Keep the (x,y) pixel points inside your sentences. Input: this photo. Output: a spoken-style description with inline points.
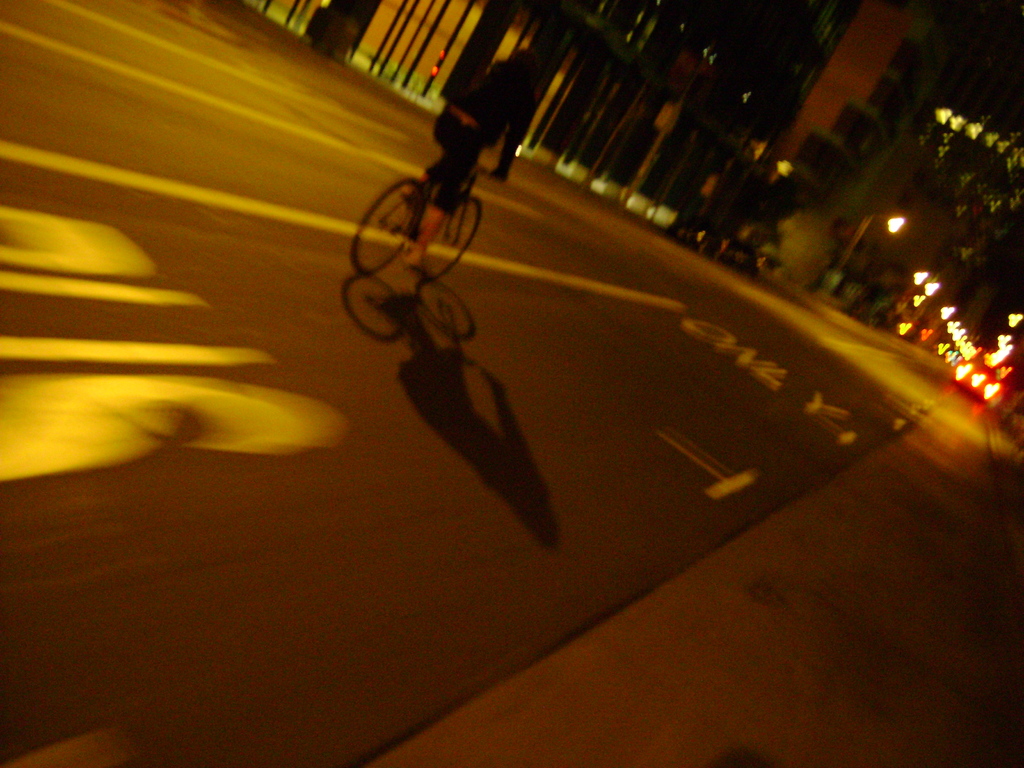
In this image, we can see a person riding the bicycle (417,266). We can see the ground (909,496). We can also see some lights (1001,372) and a few objects (936,72) at the top (565,152).
